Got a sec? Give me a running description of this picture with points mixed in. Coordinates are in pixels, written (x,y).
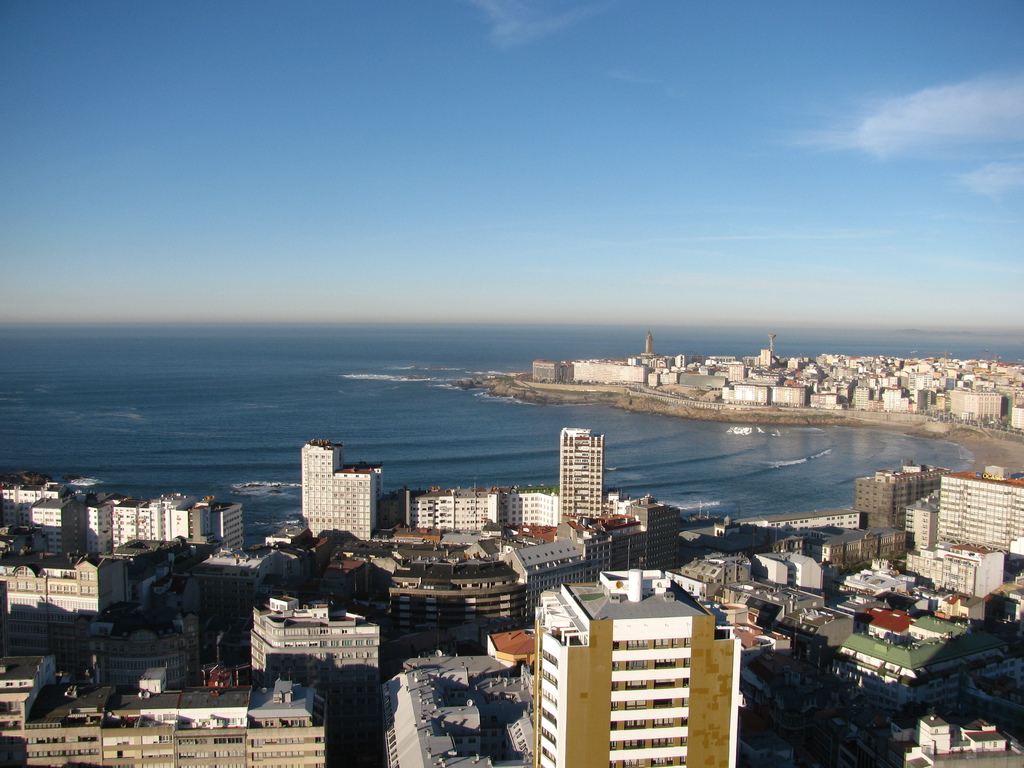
Here in this picture we can see buildings (728,569) and houses (786,565) present on the ground (801,401) and we can see some part of ground (573,343) is fully covered with water (56,336) and we can see clouds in the sky (615,308).
